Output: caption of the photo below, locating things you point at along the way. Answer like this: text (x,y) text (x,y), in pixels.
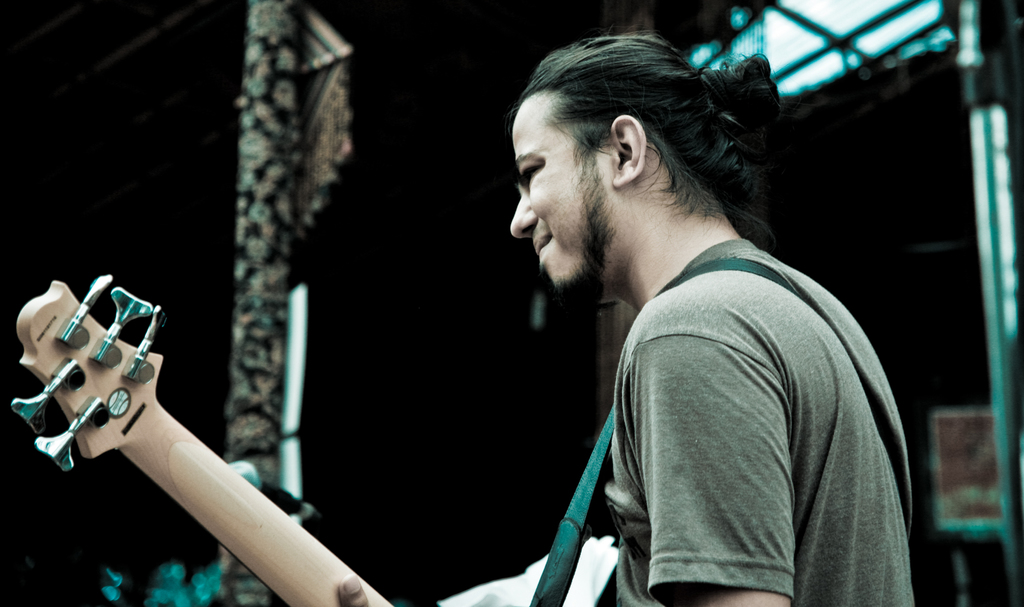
In this image I can see a person (639,378) wearing gray color t-shirt (721,375) and holding a guitar (261,542) on his hand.
